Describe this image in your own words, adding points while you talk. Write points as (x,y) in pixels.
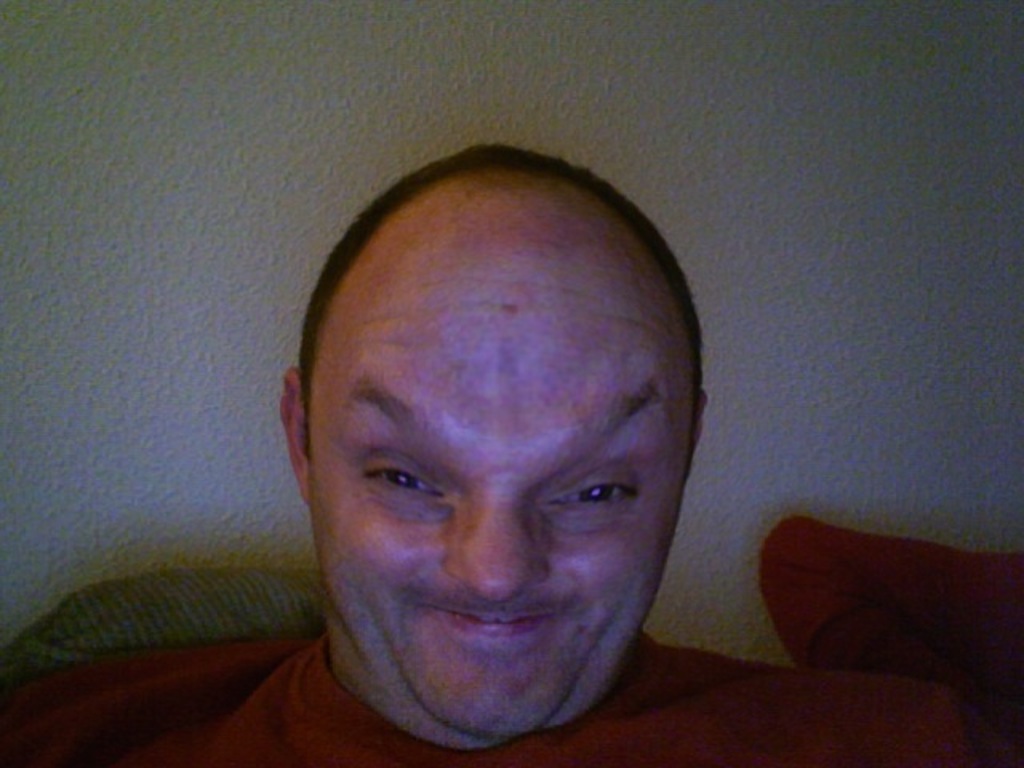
This image is taken indoors. In the background (238,326) there is a wall (850,403). In the middle of the image (432,466) there is a man (474,358) and he is with a weird face (495,480).
